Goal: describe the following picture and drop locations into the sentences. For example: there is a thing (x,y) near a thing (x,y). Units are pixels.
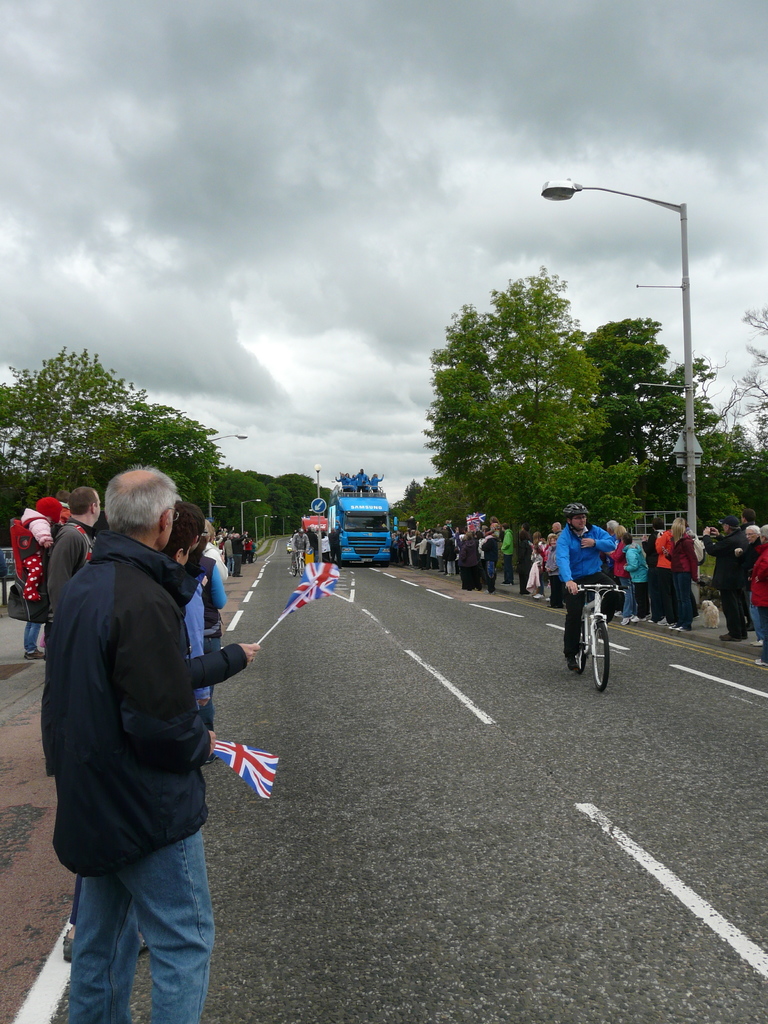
There is a road (451,702). On the road (526,625) a person (571,566) wearing helmet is riding a cycle (593,639). On the sides there are people (197,532) standing. Some people (197,636) are holding flags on the left side (211,679). There are trees (499,416). And there is a street light pole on the right side (661,385). In the back (384,538) there is a vehicle (361,509) with some people (343,479) are standing on that. Near to that there is a sign board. In the background (361,232) there is sky (335,199) with clouds (353,128).
